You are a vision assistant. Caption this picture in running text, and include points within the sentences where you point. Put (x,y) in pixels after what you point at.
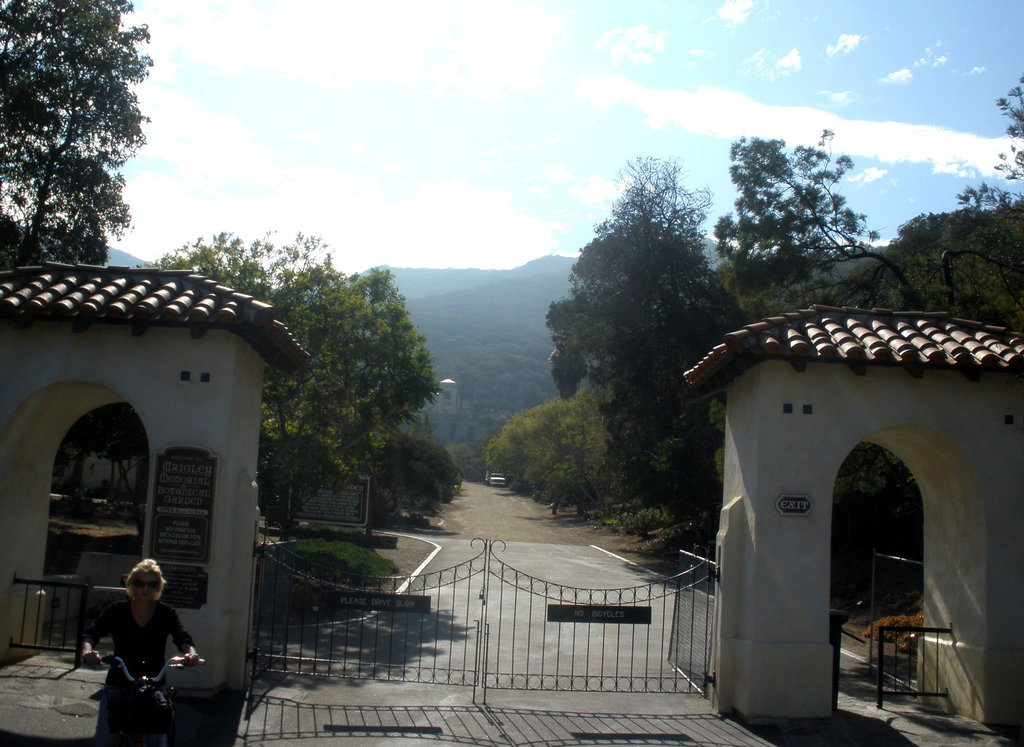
In this image, there are trees (691,270), gates (895,655), arches (872,396) and boards (366,527). At the bottom left corner of the image (165,720), I can see a person (132,629) riding bicycle (151,684). In the background (411,279), there are hills (506,270) and the sky (459,175).
